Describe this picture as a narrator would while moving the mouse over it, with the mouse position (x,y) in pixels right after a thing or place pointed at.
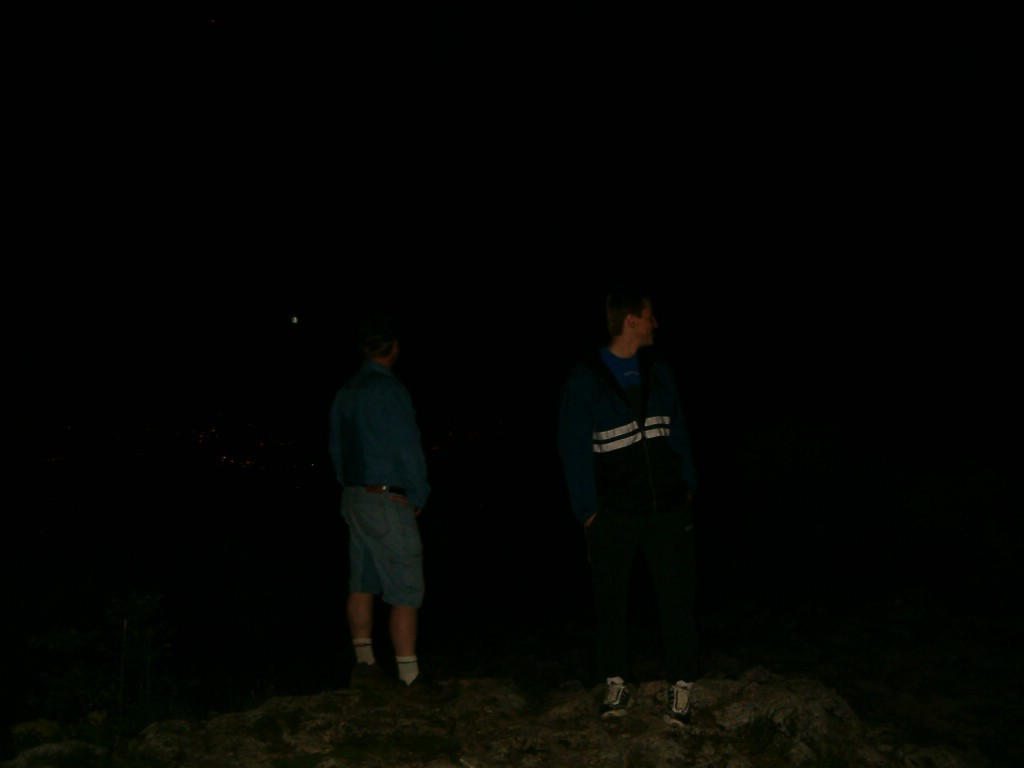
In this image we can see two persons (390,501) standing on the rock (746,693) in the dark.
